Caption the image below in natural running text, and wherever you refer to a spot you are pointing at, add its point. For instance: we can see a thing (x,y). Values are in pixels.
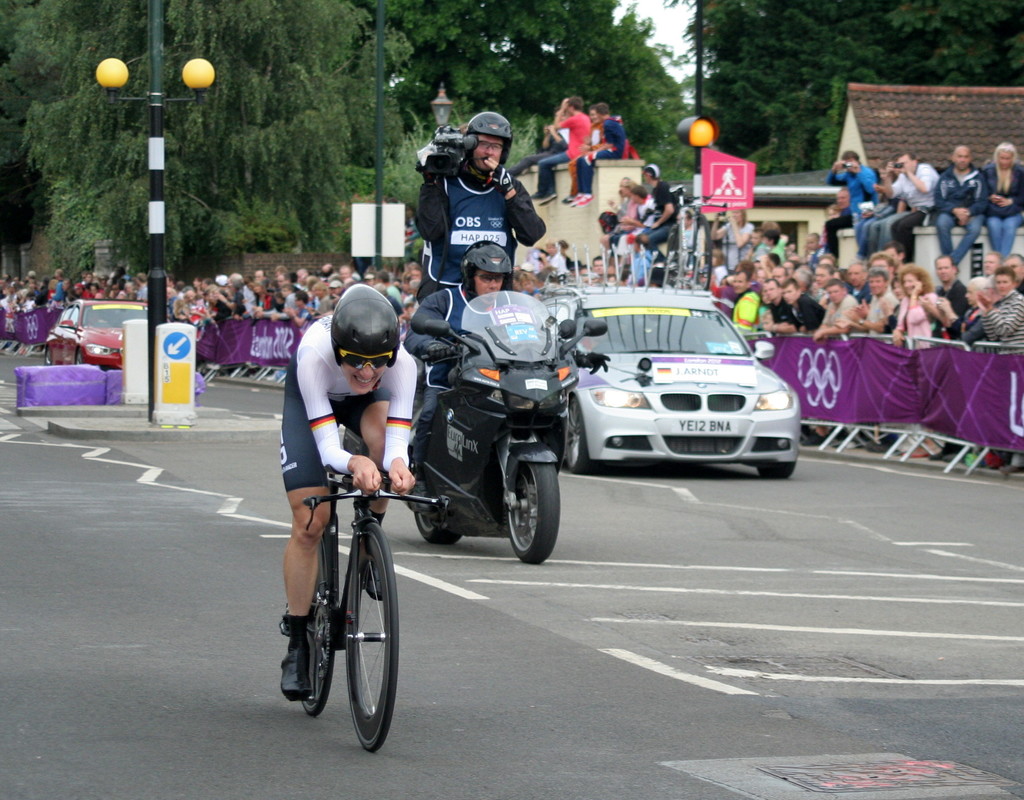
In this picture there are people (453,316) riding vehicles (465,513) on the road (241,486) and we can see lights (200,67), boards (398,221) and traffic signal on poles (375,224). These are audience (527,262) and we can see hoardings (783,337), house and trees (637,112). In the background of the image (673,29) we can see the sky (674,52).
